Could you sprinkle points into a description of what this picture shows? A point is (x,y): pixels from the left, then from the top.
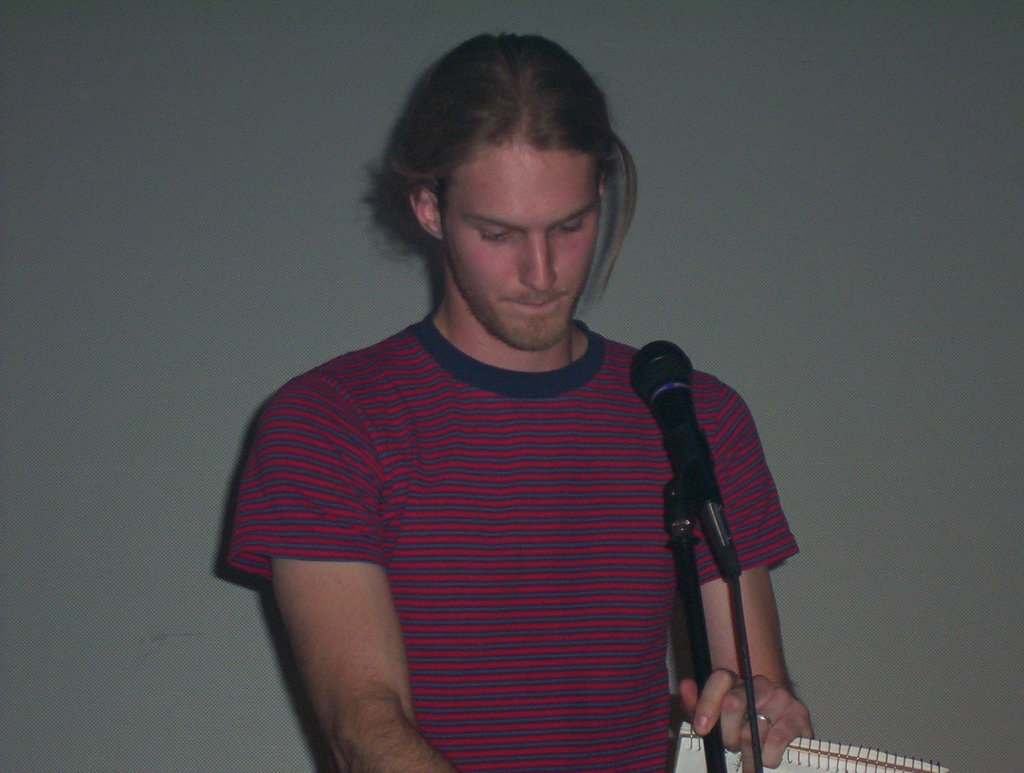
In this picture I can see a man (460,354) in front (503,481) and I see that he is wearing a t-shirt (472,411) and I can see a mic (674,408) in front of him and I see that he is holding a thing (746,756). In the background (50,542) I can see the wall (692,326).
